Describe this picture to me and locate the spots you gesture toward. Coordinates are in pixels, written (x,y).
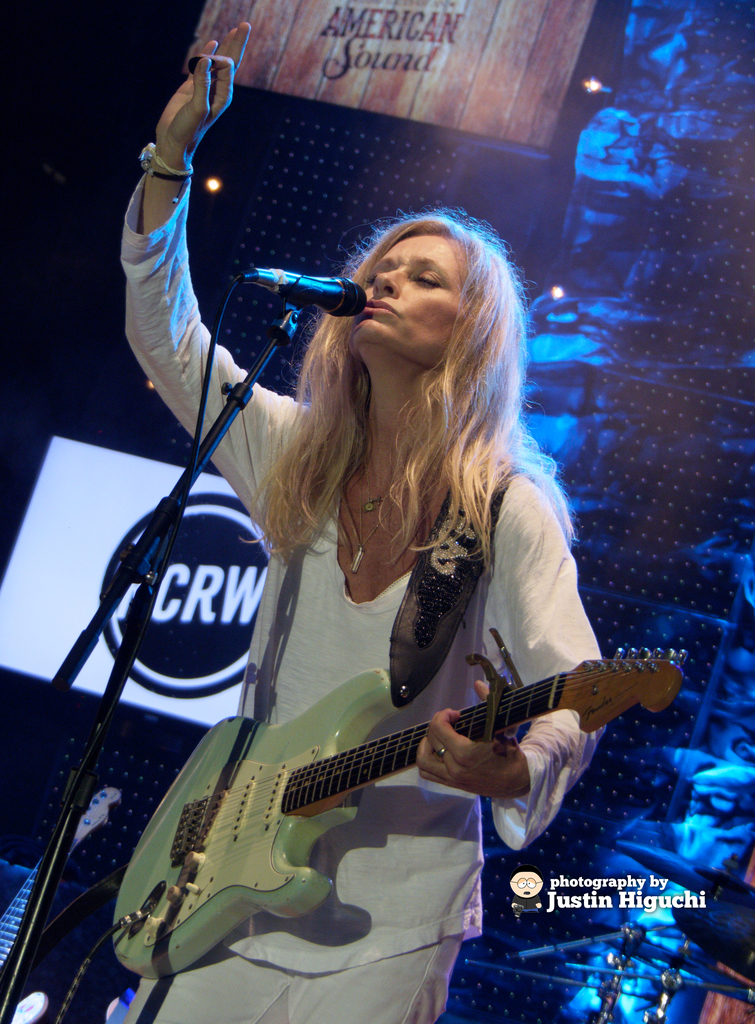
As we can see in the image, there is a women (420,884) holding guitar (586,694) and in front of the women (342,347) there is a mic (295,279) and in the background (68,476) there are posters (72,521).
